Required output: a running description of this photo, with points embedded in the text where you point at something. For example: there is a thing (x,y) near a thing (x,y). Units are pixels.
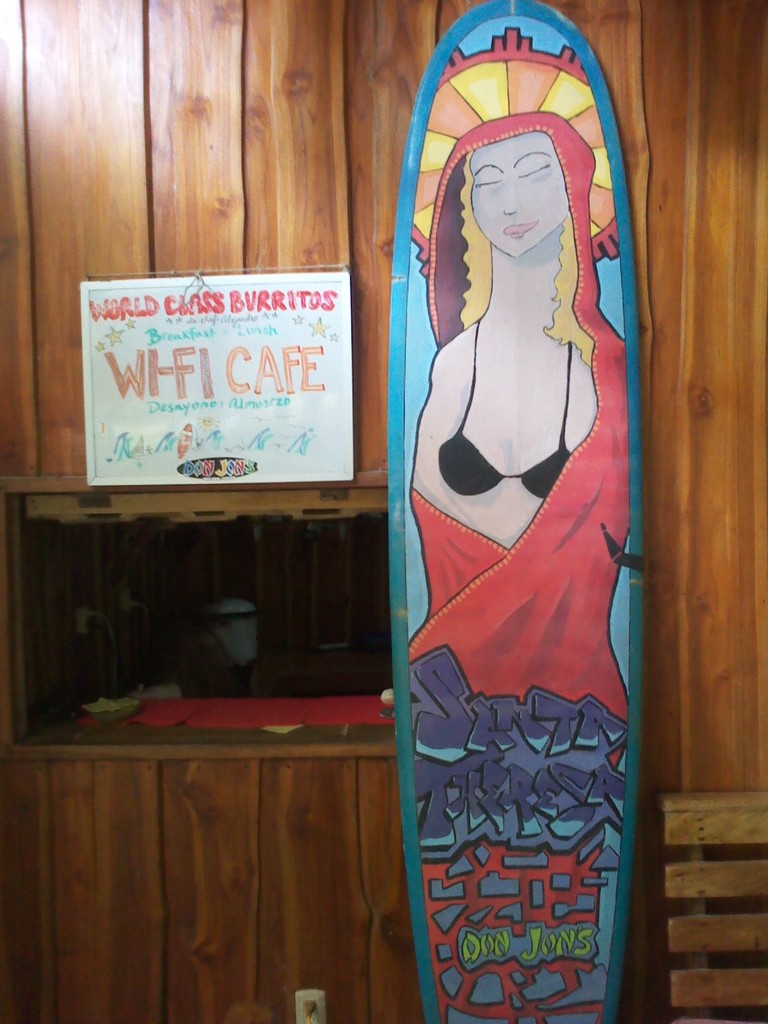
In the center of the image (507,433) we can see one board (505,611) with some painting (493,613) on it. In the painting (520,587), we can see one person (542,658) and some text (554,702). In the background (327,269), there is a wooden wall (218,244), one board (294,389) with some text (293,372) and a few other objects (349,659).
